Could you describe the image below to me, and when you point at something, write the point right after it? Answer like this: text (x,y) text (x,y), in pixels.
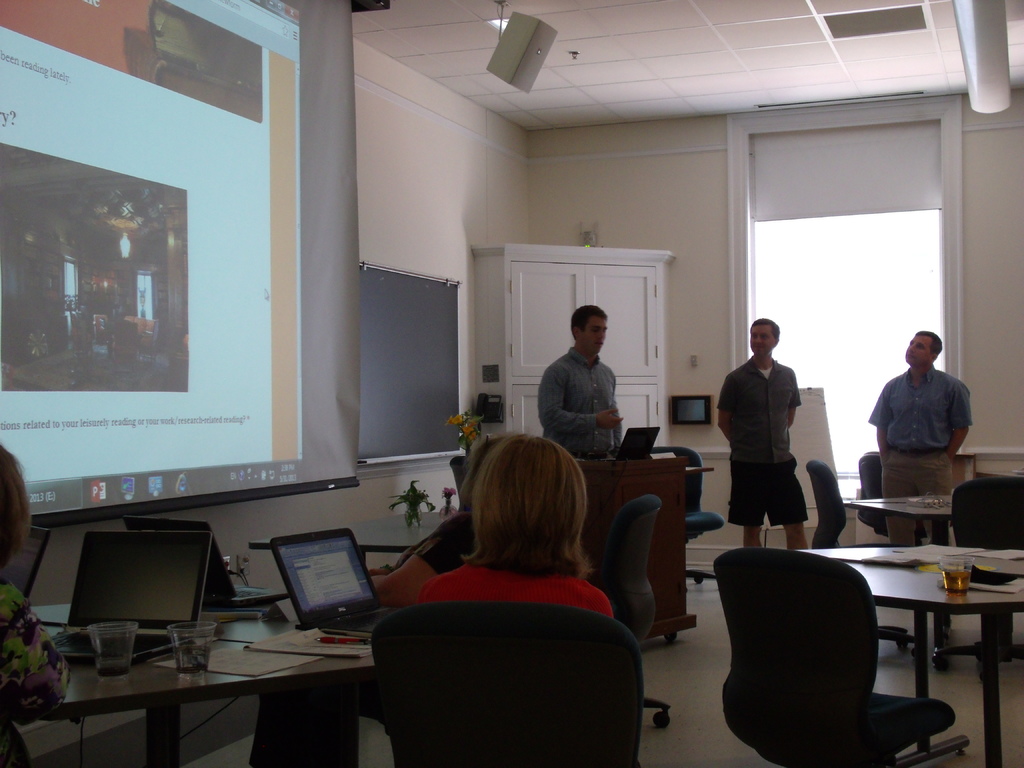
Bottom right side of the image (743,521) three persons (946,386) are standing. In front of them there are few tables (1010,602) and chairs (957,535) on the tables (971,594) there are some papers (968,552) and glass (950,563). Bottom left side of the image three persons (529,595) are sitting on chairs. In front of them there is a table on the table (103,703) there are some papers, laptops (176,543) and glasses (182,626). Top left side of the image (242,227) there is a screen (298,152). Top right side of the image (994,151) there is a wall (980,151) on the wall (994,151) there is a window (770,136). In the middle of the image (528,373) there is a cupboard (618,258). Top of the image (933,4) there is a roof (957,38) and speaker (508,57).
